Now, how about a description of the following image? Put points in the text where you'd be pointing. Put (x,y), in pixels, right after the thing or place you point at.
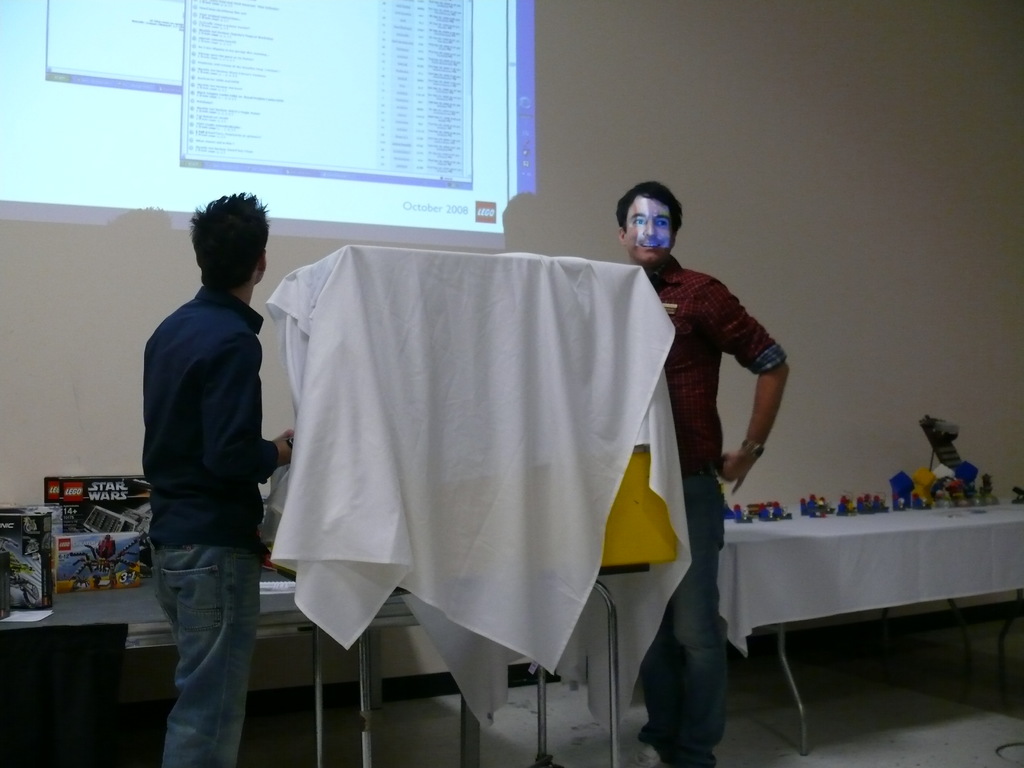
In this image I can see two people (677,252) standing. In the front (512,433) there is a covered object (585,545). To the left (122,523) there are some objects (81,507). In the back (344,140) there is a screen (480,102).
